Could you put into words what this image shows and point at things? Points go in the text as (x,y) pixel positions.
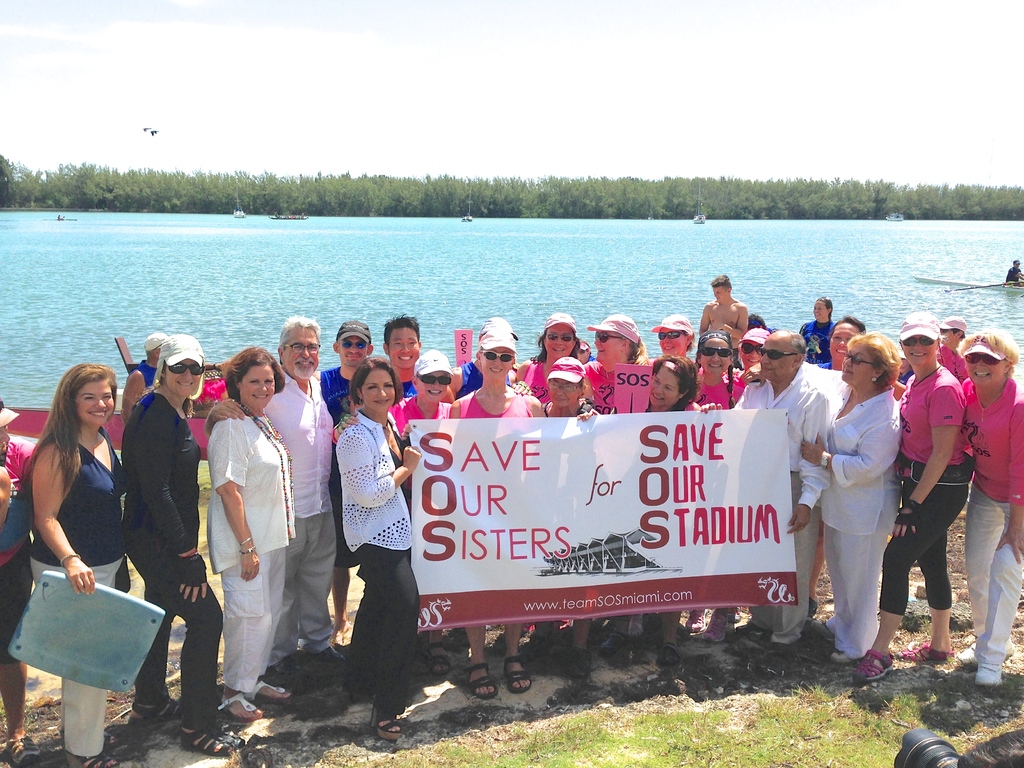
Here we can see group of people (374,369) and few of them are holding a banner (639,543). There are boats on the water (878,250). Here we can see a person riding a boat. In the background (476,196) there are trees (733,196) and sky (565,120). Here we can see grass (789,717) and a camera (911,738).
